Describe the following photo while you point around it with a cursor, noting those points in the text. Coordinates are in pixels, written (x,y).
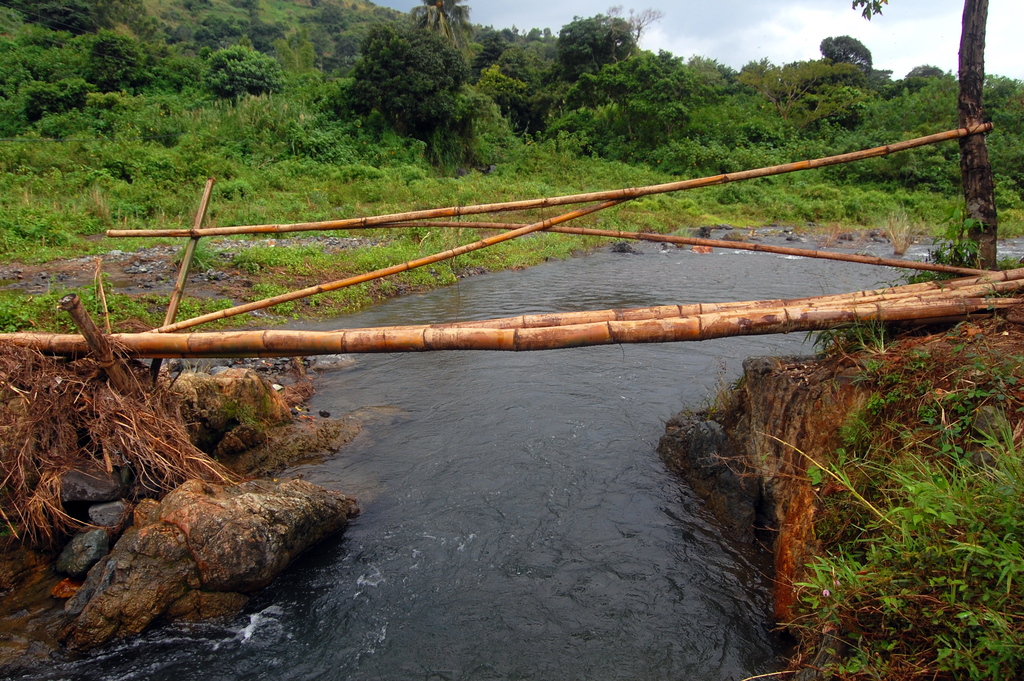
Here we can see water (731,367). Background (146,191) there are plants (186,191) and trees (420,77).
